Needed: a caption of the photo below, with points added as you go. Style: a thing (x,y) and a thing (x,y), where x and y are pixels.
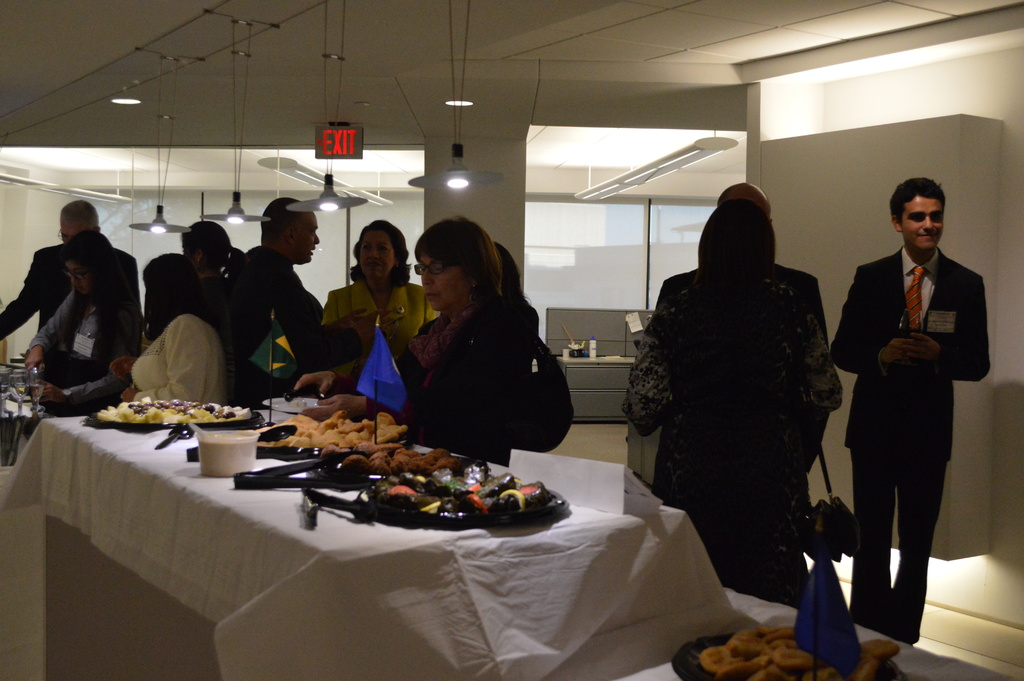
In this image In the middle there is a table (249,547) on that there are many food items (383,495). On the right (911,390) there is a man (906,415) he wears suit (890,312), shirt (930,276), tie (912,297) and trouser (882,533). On the left (69,338) there is a woman (76,334). In the background (99,323), there are many people (292,320) standing and speaking and there is a light (364,193), pillar (480,202), window (591,245), table (606,360) and floor (594,441).
